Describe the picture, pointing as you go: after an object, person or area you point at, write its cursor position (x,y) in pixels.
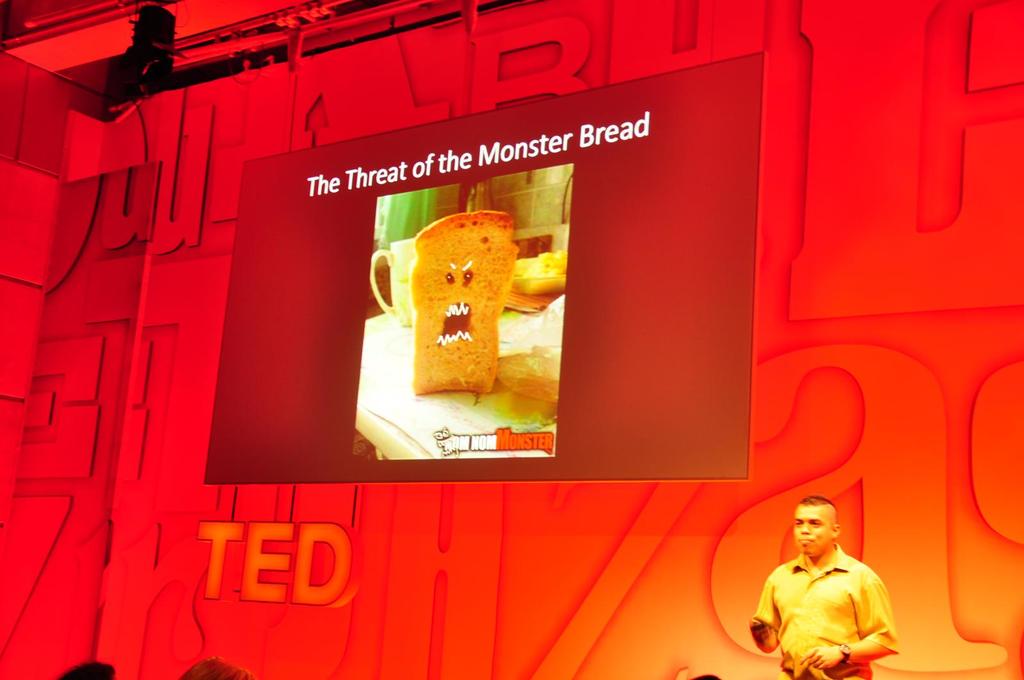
In this image we can see the display screen (244,343) on a wall (821,432) with a picture (497,388) and some text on it. We can also see a light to a roof (108,70). At the bottom of the image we can see some people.
